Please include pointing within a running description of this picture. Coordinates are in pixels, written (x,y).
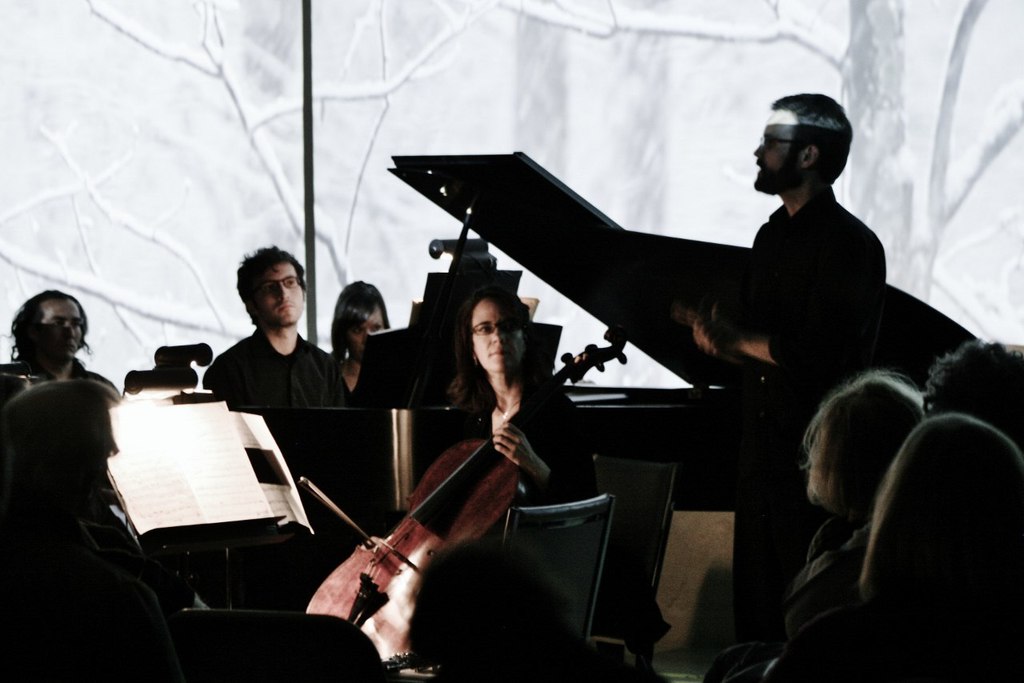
These are bunch of musicians (322,359). The woman (508,418) sitting over here holding a cello (456,490). This man (775,383) is guiding them, group of people (851,423) looking at them. The background (89,175) is nice canvas poster (681,146). There is a pole (306,129) over here.
